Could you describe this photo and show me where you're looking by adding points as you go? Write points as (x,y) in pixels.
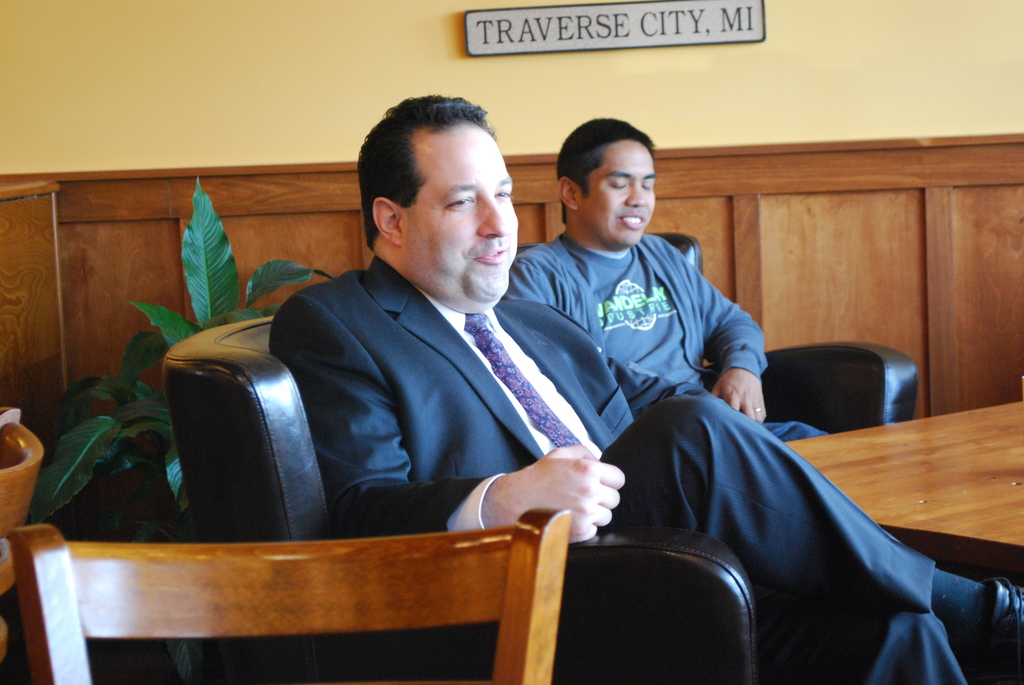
There are two person (617,403) sitting on a chair (780,370) with table (899,433) in front of them.
